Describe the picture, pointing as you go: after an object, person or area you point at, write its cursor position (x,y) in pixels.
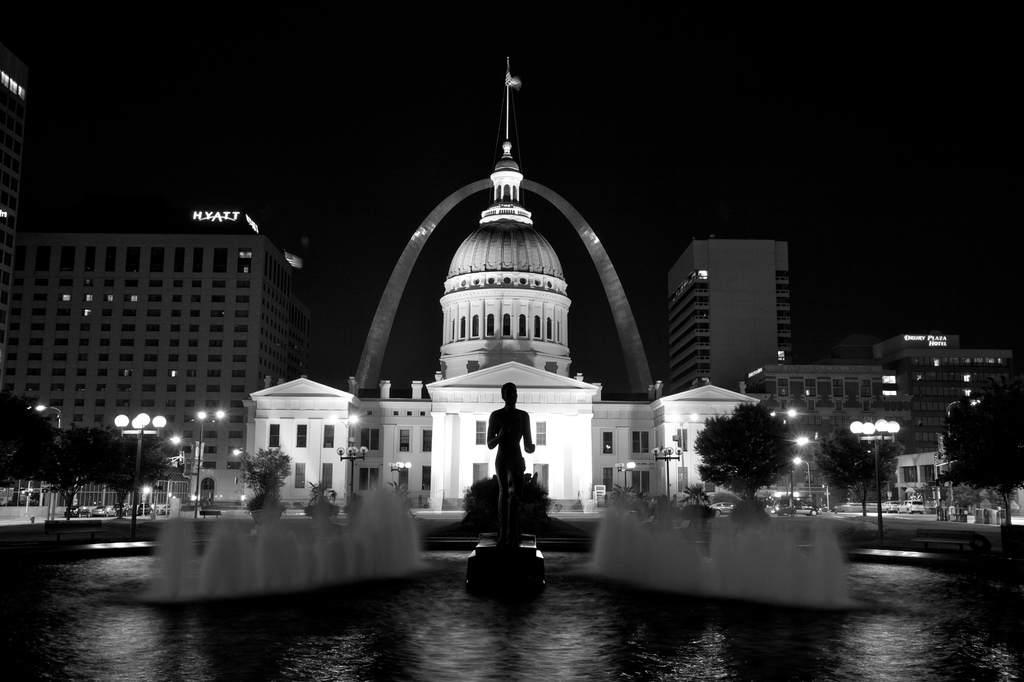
In the center of the image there is a statue (498,524). There are fountains (764,590). In the background of the image (536,496) there are light poles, trees (752,449), metal fence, buildings (239,471). There are cars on the road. At the top of the image (330,45) there is sky (148,58).
